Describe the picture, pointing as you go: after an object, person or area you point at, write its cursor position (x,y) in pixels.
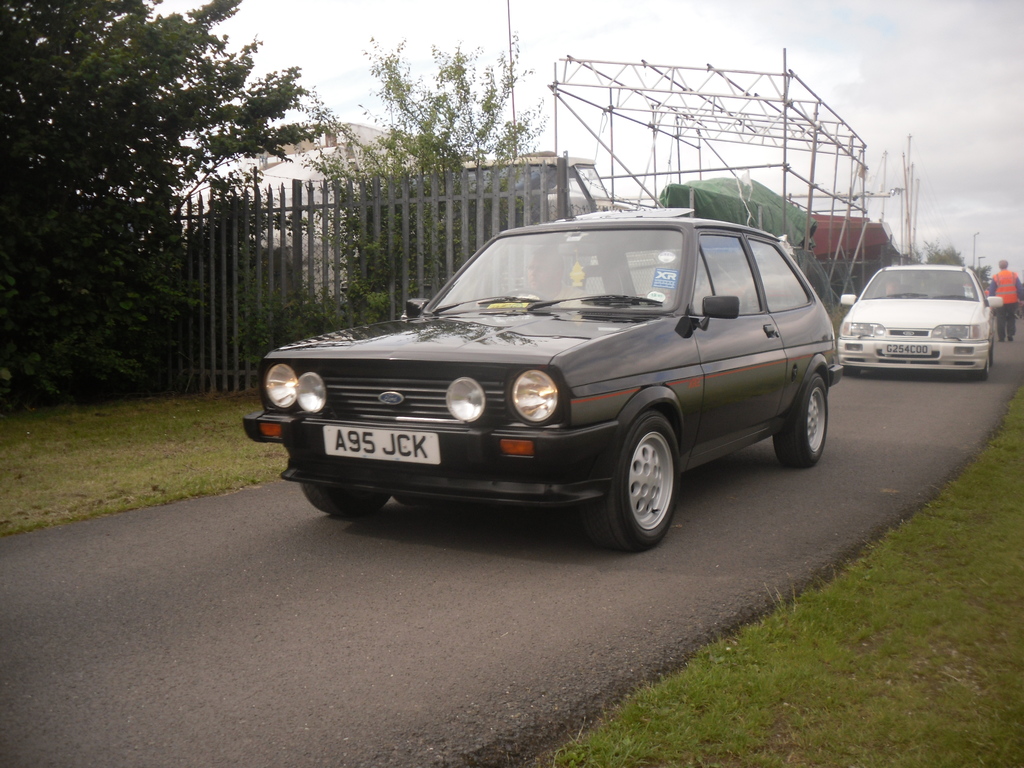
In this image I can see two cars (638,388) on the road (442,631). On the right side (876,651), I can see the grass (849,691). On the left side (130,215) I can see a trees (140,233) and a rail (392,242). In the background (939,57), I can see the clouds (921,94) in the sky (918,118).
